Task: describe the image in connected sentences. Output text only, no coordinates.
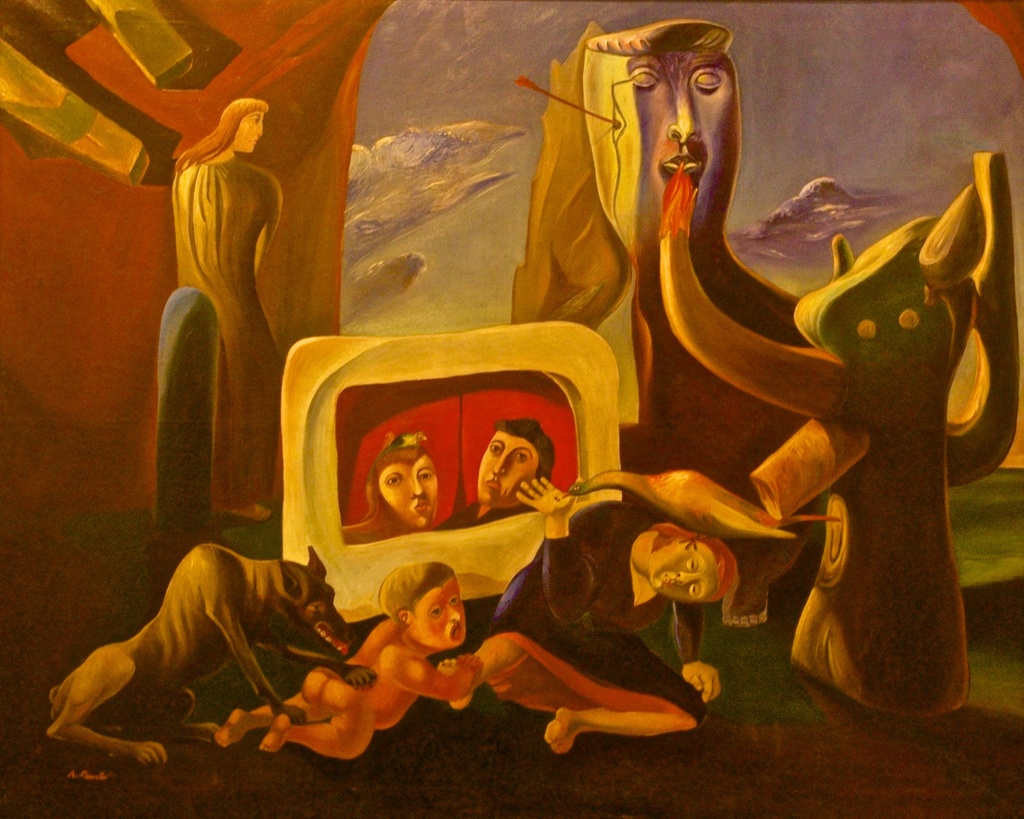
This is a painting.
